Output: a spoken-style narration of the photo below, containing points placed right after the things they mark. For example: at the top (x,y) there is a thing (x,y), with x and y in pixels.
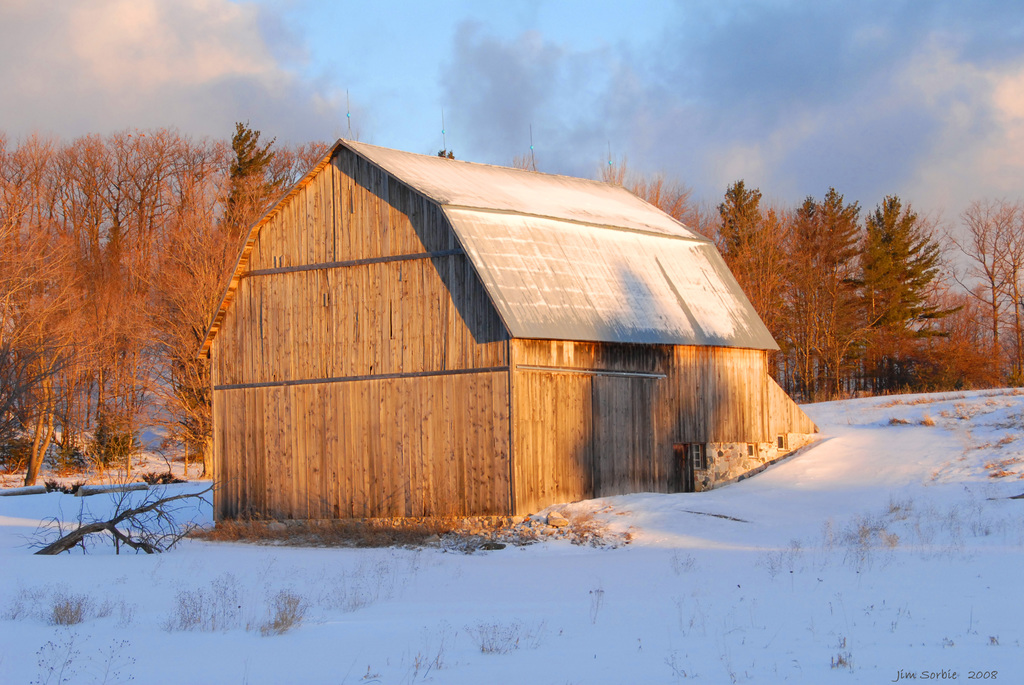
In this image there is a wooden house (482,397) on the surface (588,609) of the snow (632,579), behind the house (528,324) there are trees (200,269).
